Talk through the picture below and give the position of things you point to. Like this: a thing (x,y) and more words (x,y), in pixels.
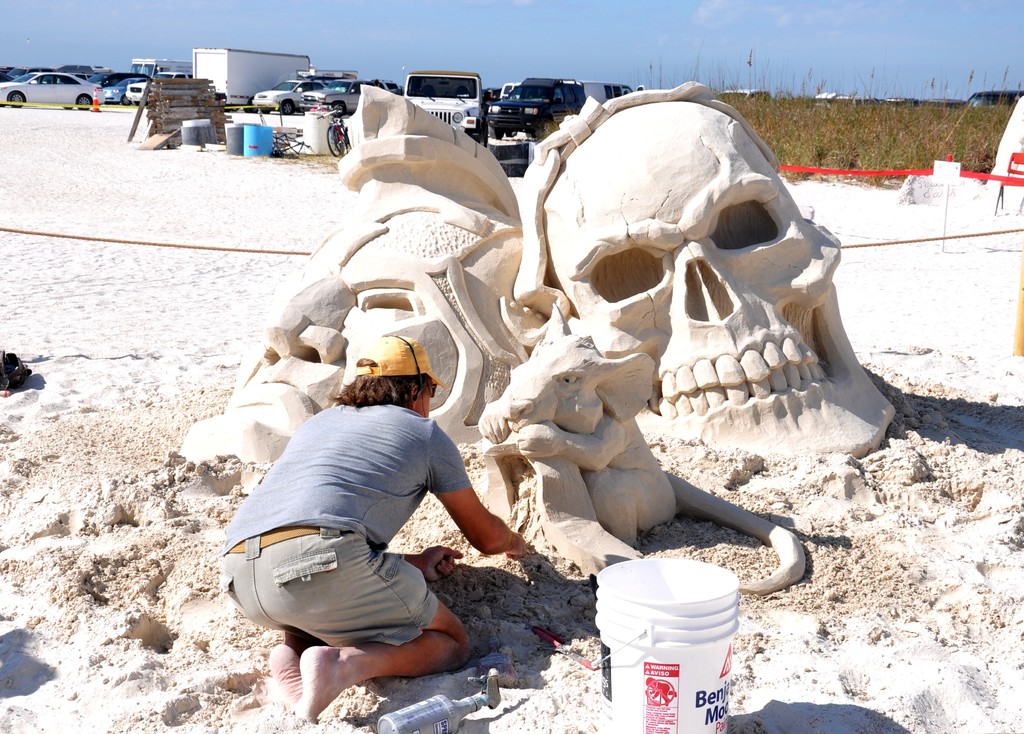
In this image the person (374,482) making sand carving (547,406) beside her there is a bucket (601,676), bottle (413,716) and cap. There is a red colored cloth (920,171) attached to a pole (1021,322) with the board (952,173). Beside that there are some sticks (174,102), buckets (206,123), bicycle (333,132), cars (330,84), truck (231,64) and orange color object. And at the background (763,111) there is a grass (873,119) and a sky (362,36).
